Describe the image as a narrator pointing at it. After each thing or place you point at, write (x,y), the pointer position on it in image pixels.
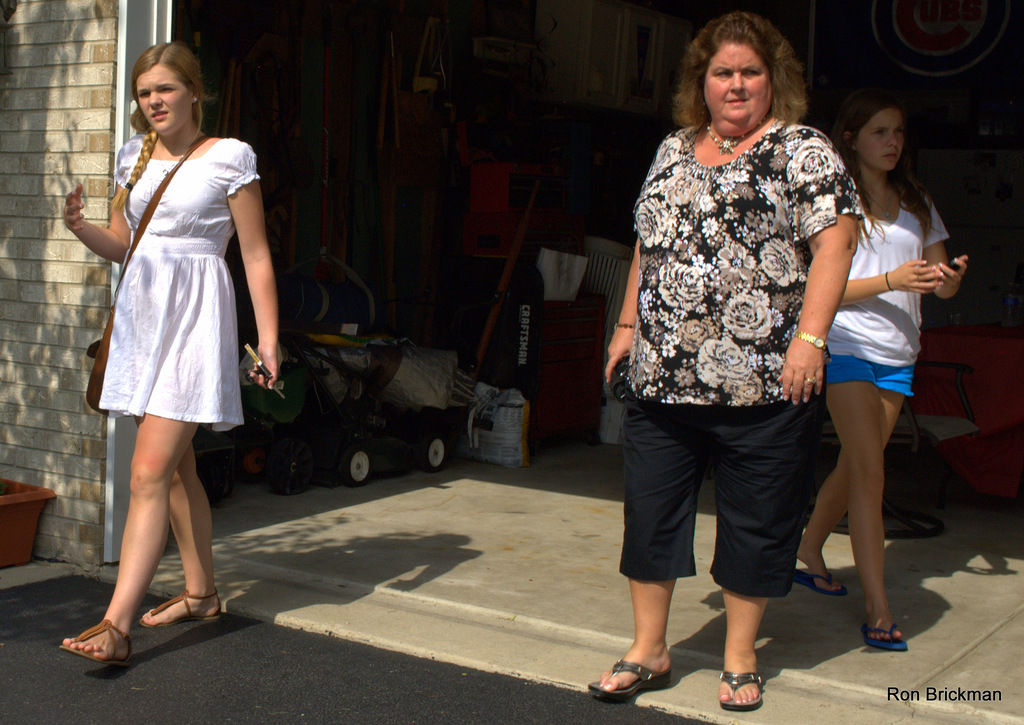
On the left side (200,134), there is a woman (189,96) in a white color dress (208,225), wearing a handbag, holding a mobile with one hand (270,356) and walking. On the right side (709,392), there are two women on the floor (943,683). In the background (37,149), there is a wall (82,41) of a building (44,165) and there are other objects (454,367).
